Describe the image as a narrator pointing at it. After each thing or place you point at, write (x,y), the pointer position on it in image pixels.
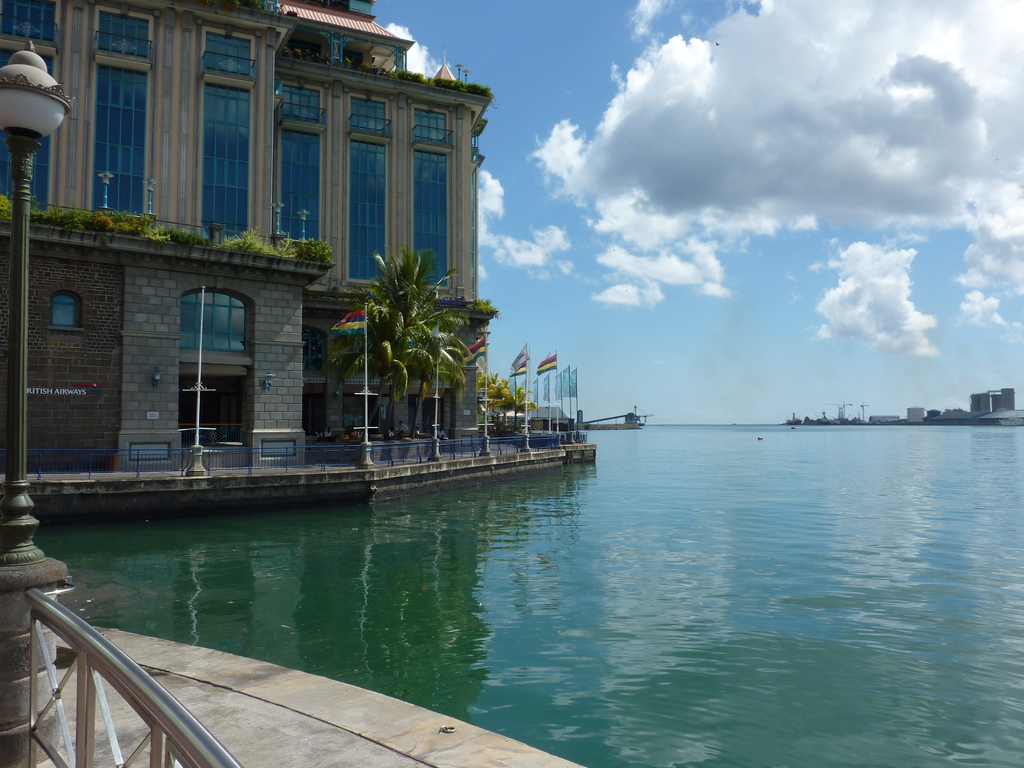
In this image, there are a few buildings (71,342), poles (11,363), trees (436,322), plants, people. We can also see some text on the wall (92,399). We can see the fence (183,722) in the bottom left corner (160,729). We can see some water (678,560) and the sky (730,371) with clouds (699,150).
